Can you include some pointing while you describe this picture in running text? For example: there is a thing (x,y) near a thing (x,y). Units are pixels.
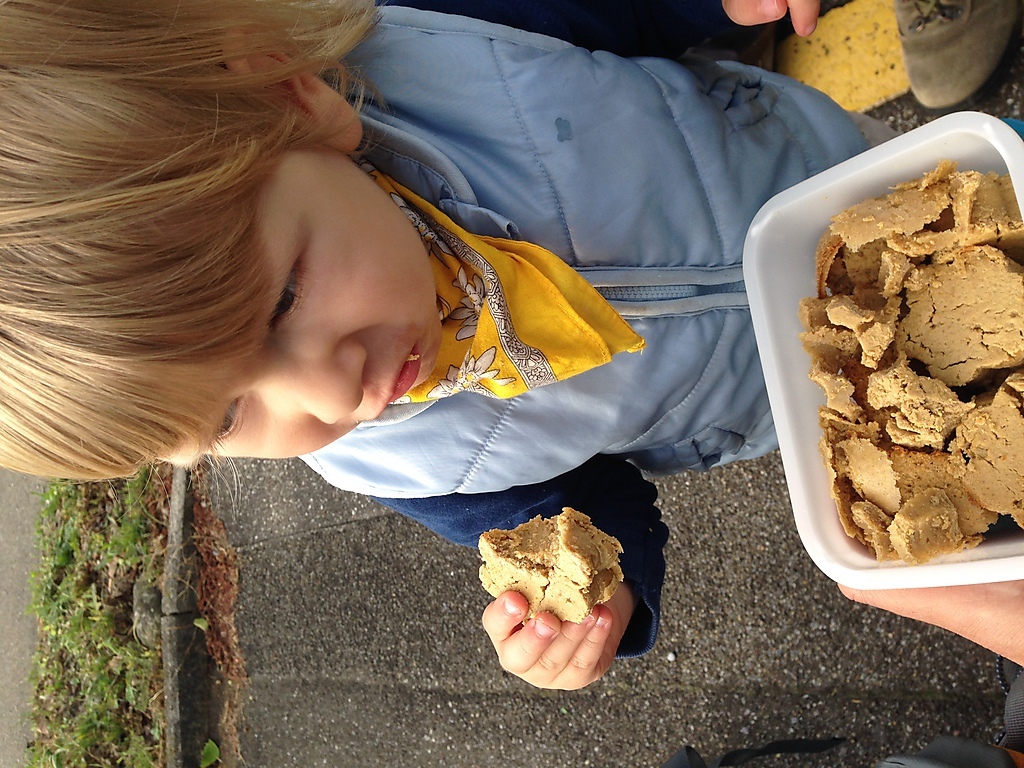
In this picture there is a small girl (642,205) at the top side of the image (555,152), by holding a biscuit (483,547) in her hand (536,637).
